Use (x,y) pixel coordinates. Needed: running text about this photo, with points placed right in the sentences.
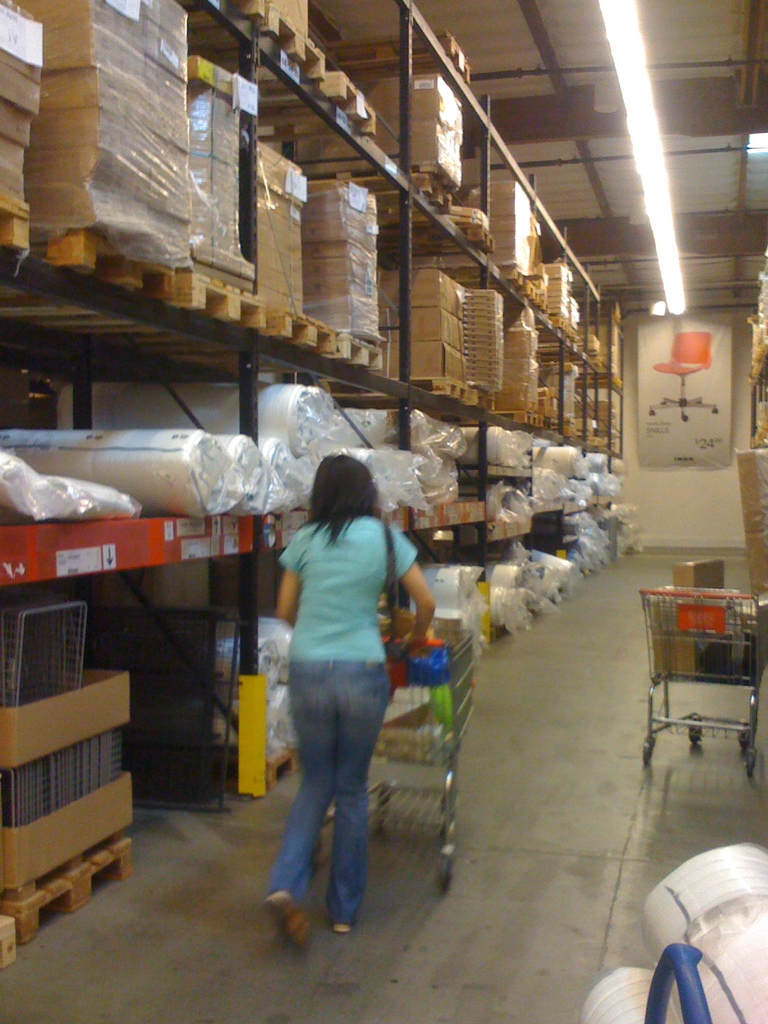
In the foreground of this picture (359,767), there is a woman (363,796) walking along with a wheel cart (449,806). In the background (614,469), we can see many objects (524,360) in the rack (582,414) which is on the left side of the image (249,195). On the right (751,743), there is a wheel cart (690,629). In the background (655,337), there is a poster (687,461), wall (699,480) and a light (648,157) on the top (635,97).
